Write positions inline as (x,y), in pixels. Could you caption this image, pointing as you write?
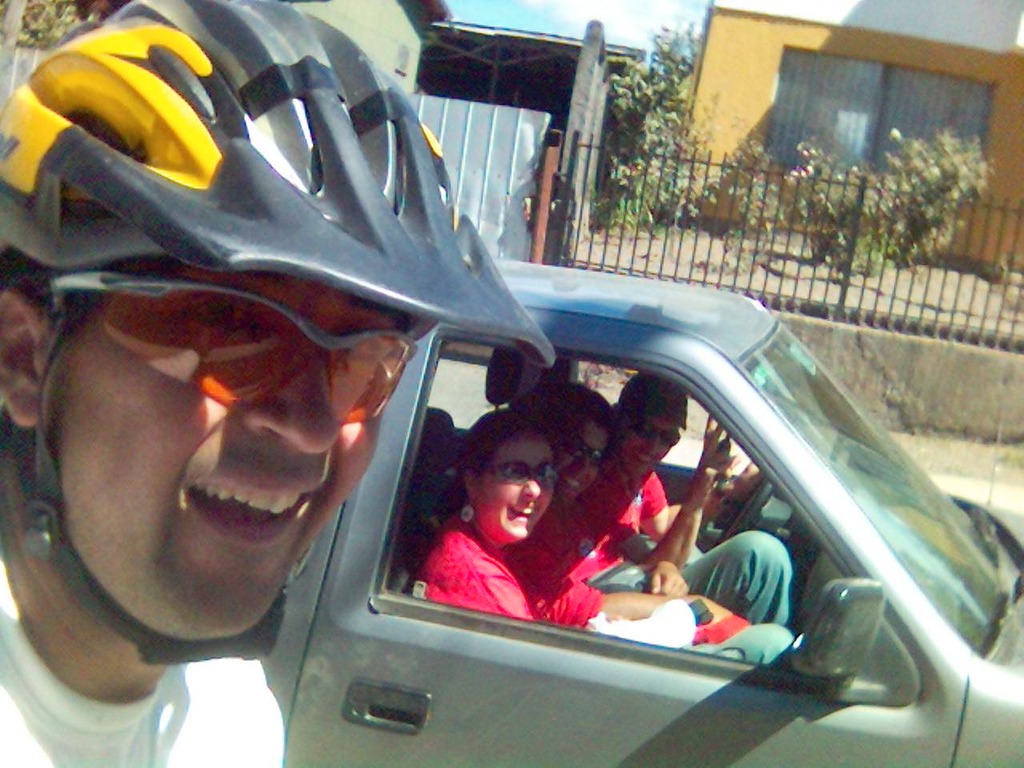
On the left side (130,473) there is a person (105,556) wearing goggles (183,335) and helmets (221,99). In the back (455,537) there are three persons (529,507) wearing goggles (545,482) are sitting in the car (380,533). In the background (579,207) there is railing (663,193), trees (670,174) and building (828,78).
